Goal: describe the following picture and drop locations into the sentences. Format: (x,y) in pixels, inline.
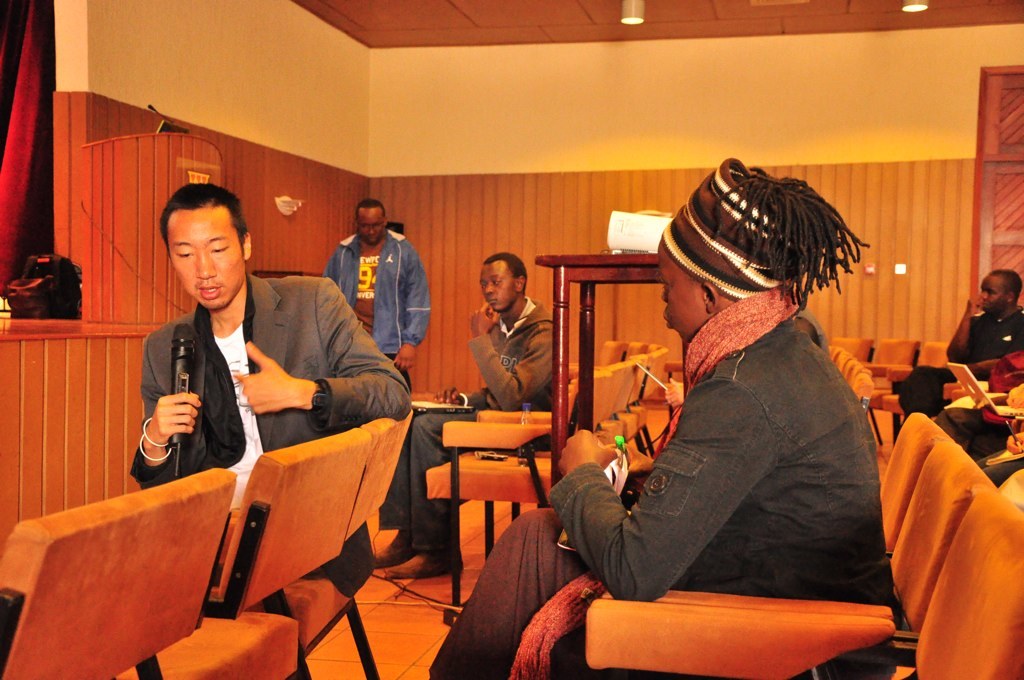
In this image there are people (238,353) sitting on the chairs (547,450). To the left (218,363) there is a person (201,353) holding a microphone (188,352) in his hand (191,396). Behind them there is a wall (660,110). In the center of the image (577,273) there is a table (573,255). There is a projector (652,225) on the table (562,269). There are lights (924,8) to the ceiling (866,29).
